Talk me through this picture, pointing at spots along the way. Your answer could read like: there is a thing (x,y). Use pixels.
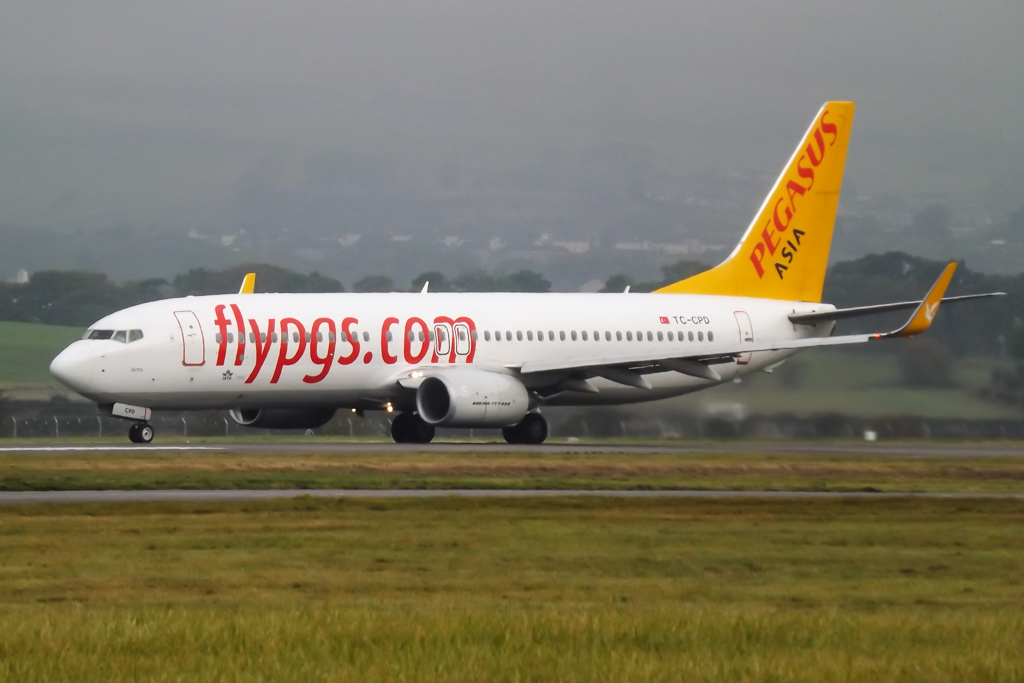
In this image I can see Aeroplane (965,296) on the ground (160,472), and in the middle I can see many trees (77,278) and the ground (419,528) is filled with grasses (129,575).
